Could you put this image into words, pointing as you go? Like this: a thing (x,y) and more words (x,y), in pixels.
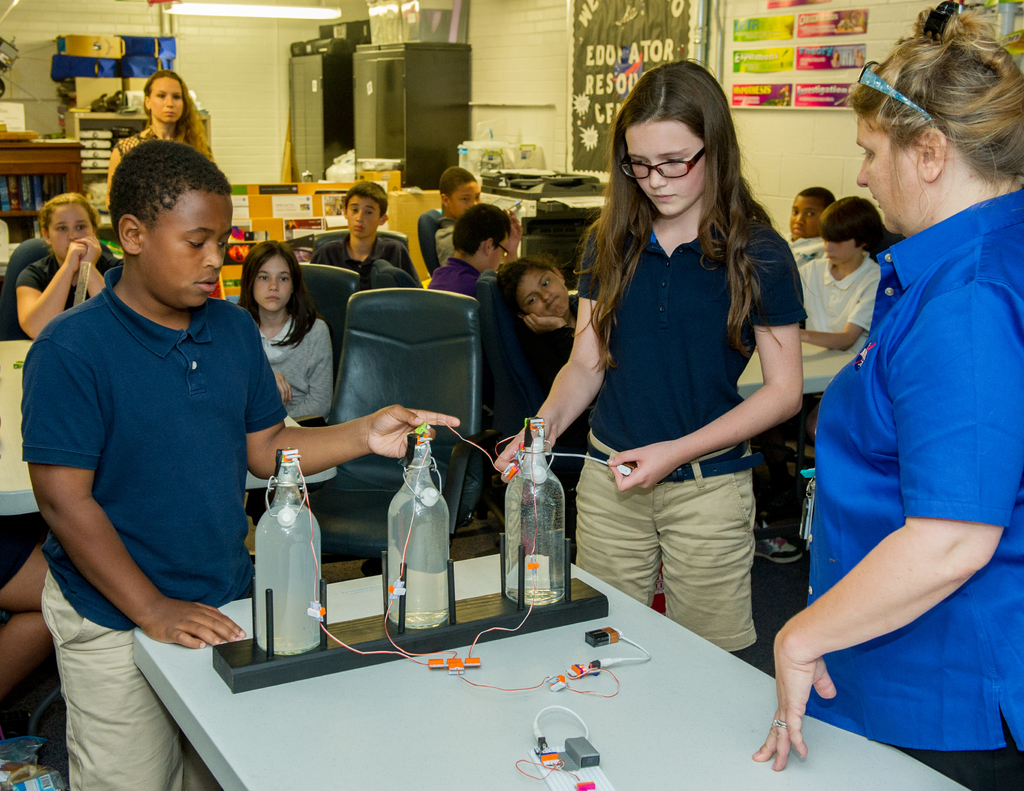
In this picture there are some students (363,225) who are sitting and some of them are standing there showing their experiment (312,647).
